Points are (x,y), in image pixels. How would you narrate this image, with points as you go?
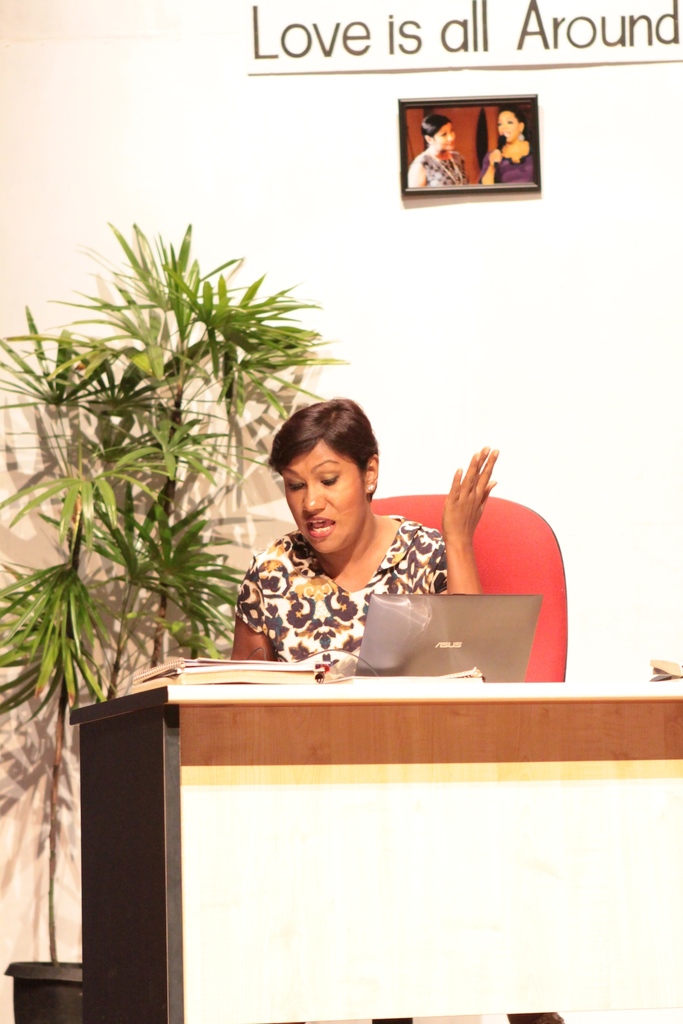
There is a lady (264,565) in the center of the image (374,532) in front of a desk (315,693) there are books (152,688) and a laptop (403,670) on the desk (301,695), there are plants (81,604), portrait (422,142) and text (474,50) in the background area (440,163).
